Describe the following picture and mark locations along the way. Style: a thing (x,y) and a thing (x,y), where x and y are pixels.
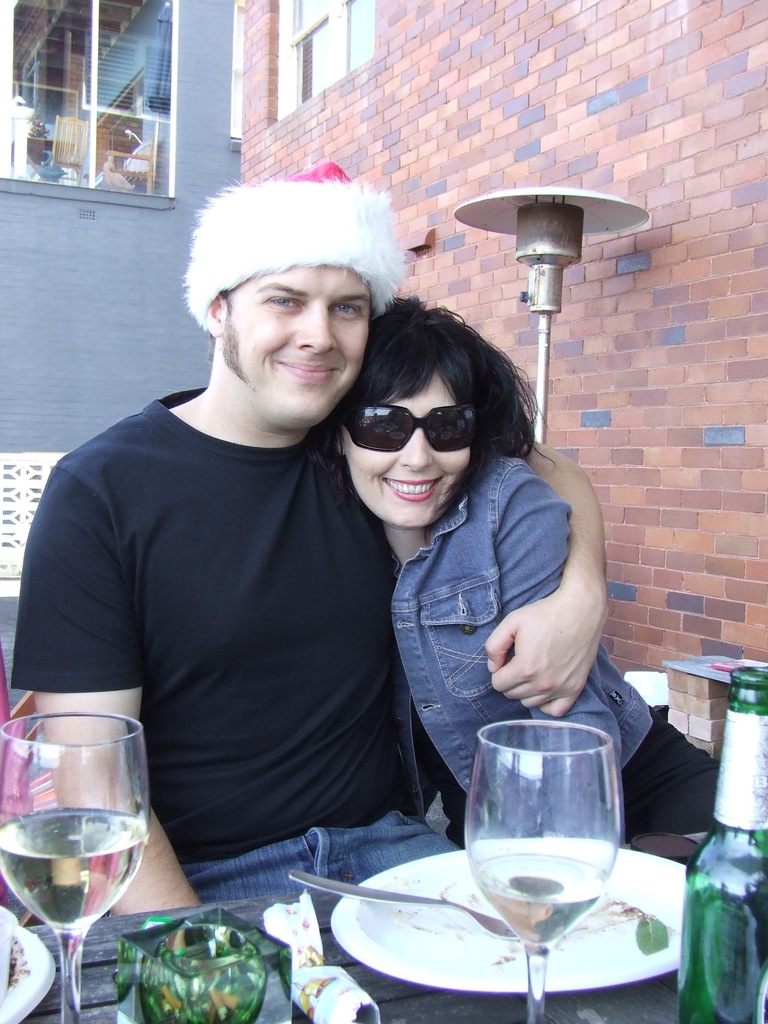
In this image, there are two persons (372,601) beside the wall (666,457) sitting in front of the table (250,902). This table (261,906) contains glasses (90,911), plate (418,956) and bottle (697,873). There is a window (337,53) at the top of the image (330,31).
